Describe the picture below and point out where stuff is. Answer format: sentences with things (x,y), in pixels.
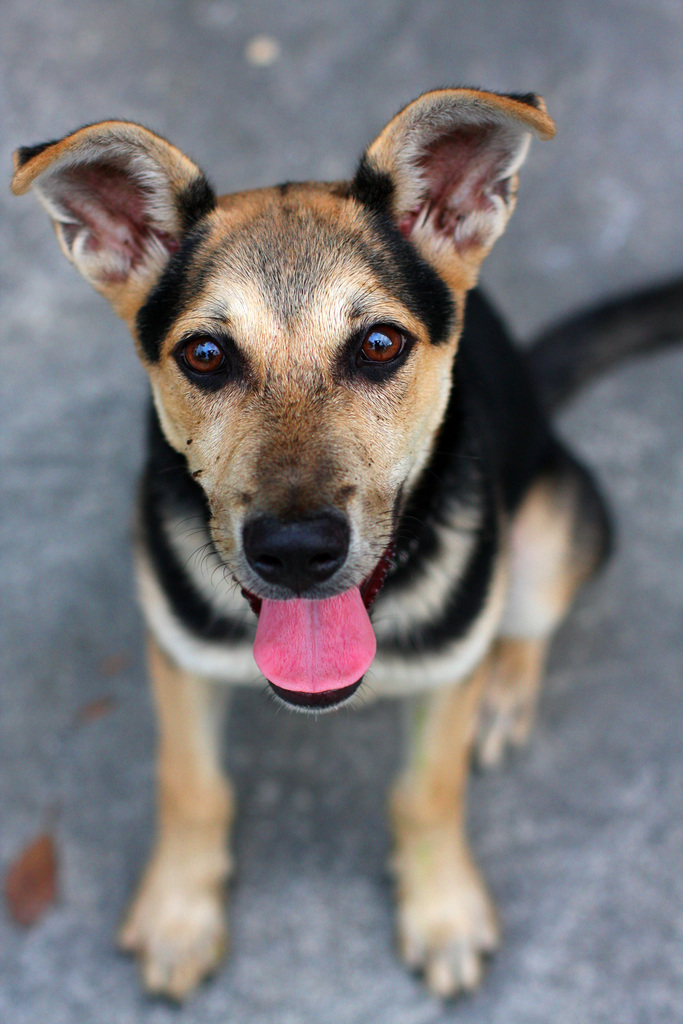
In the image in the center (317,616) we can see one dog (406,768), which is in black and brown color.
